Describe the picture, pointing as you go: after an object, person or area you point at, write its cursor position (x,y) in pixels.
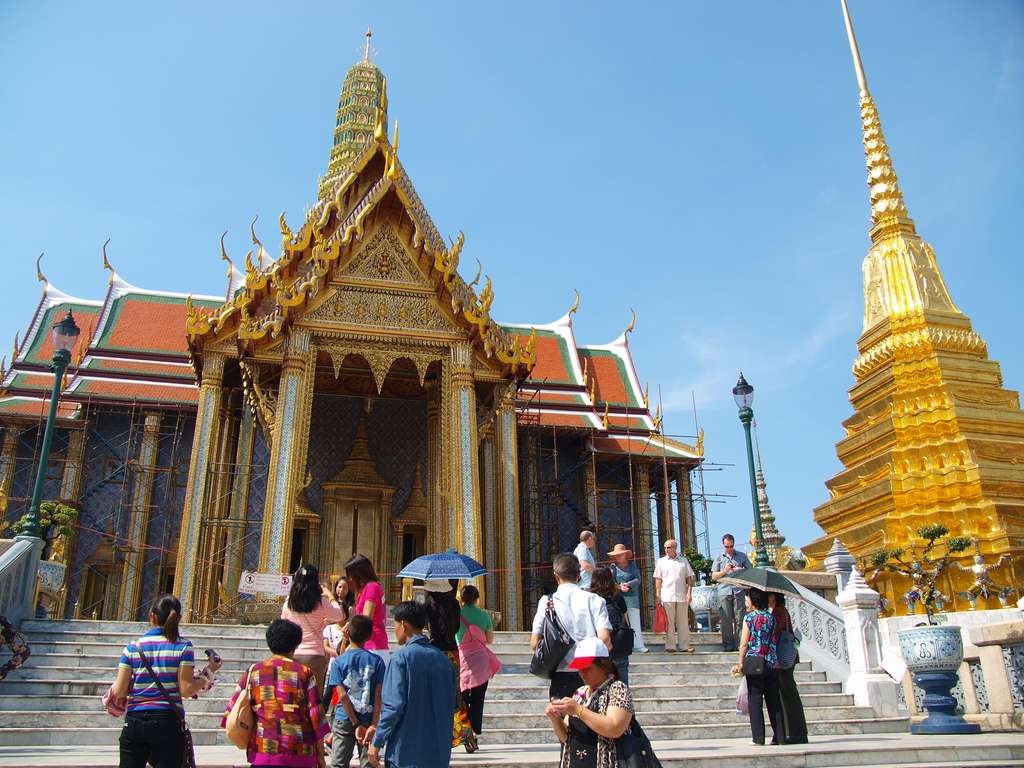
In this image in the front (407,656) there are persons (349,669) standing and walking and there are steps (504,631). In the background (364,452) there is a building (354,437) and there are poles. On the right side (892,383) there is a tower (905,372) and there is a flower pot (931,643) and there are persons (719,569) standing at the top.
